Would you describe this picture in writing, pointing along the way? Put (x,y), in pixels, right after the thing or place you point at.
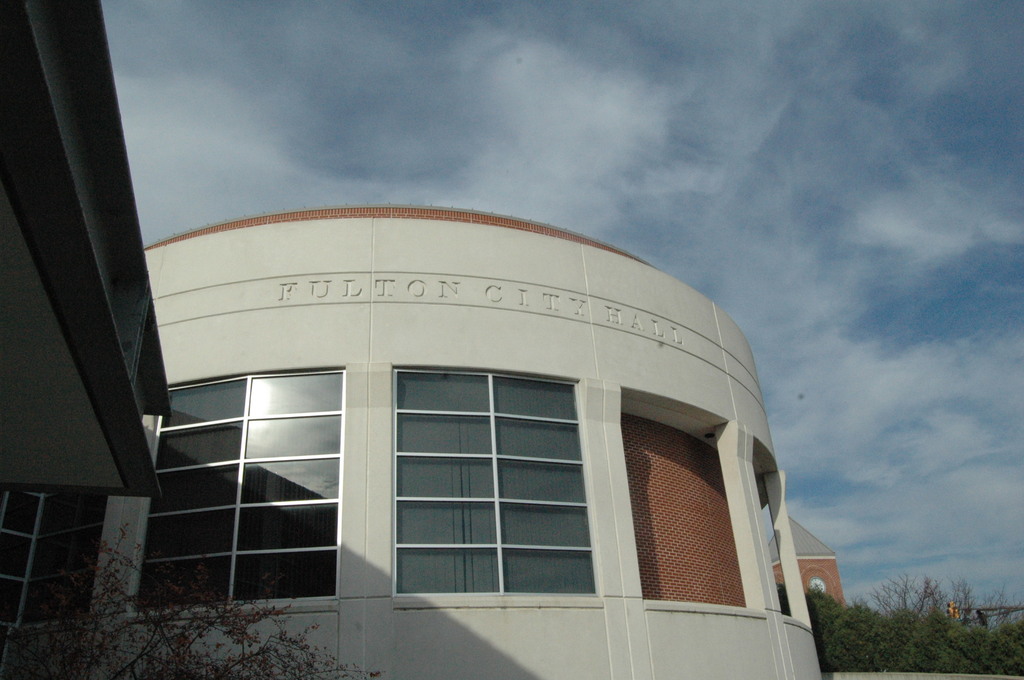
In the center of the image (580,300) there is a building (137,476) with windows (518,500). At the top of the image (468,135) there is sky (350,114). In the background of the image (842,657) there are trees (881,655).
